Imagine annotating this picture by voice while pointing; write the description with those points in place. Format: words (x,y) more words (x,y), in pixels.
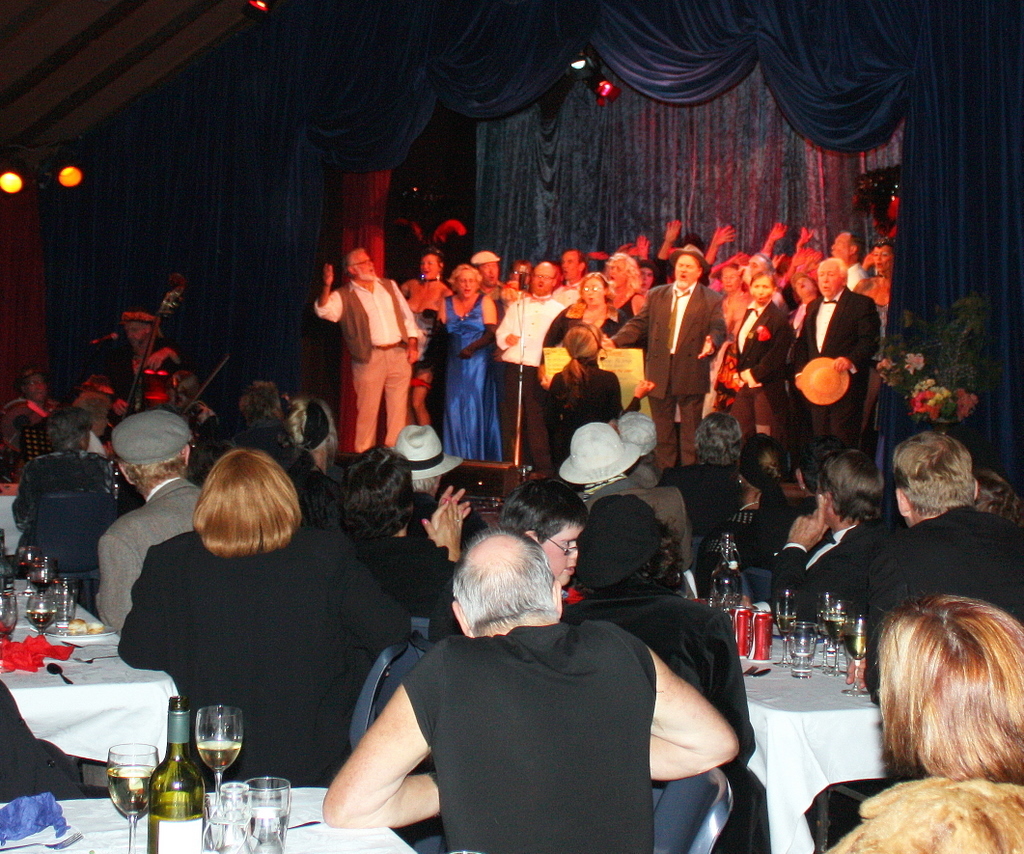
In this picture there is a group of men (513,302) and women (582,392) performing a music on the stage (495,450). In the front (266,450) there is a group of persons (490,622) sitting on the dining table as audience (407,600) and enjoy the music. Behind there is a blue curtain (491,204) and spotlight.
